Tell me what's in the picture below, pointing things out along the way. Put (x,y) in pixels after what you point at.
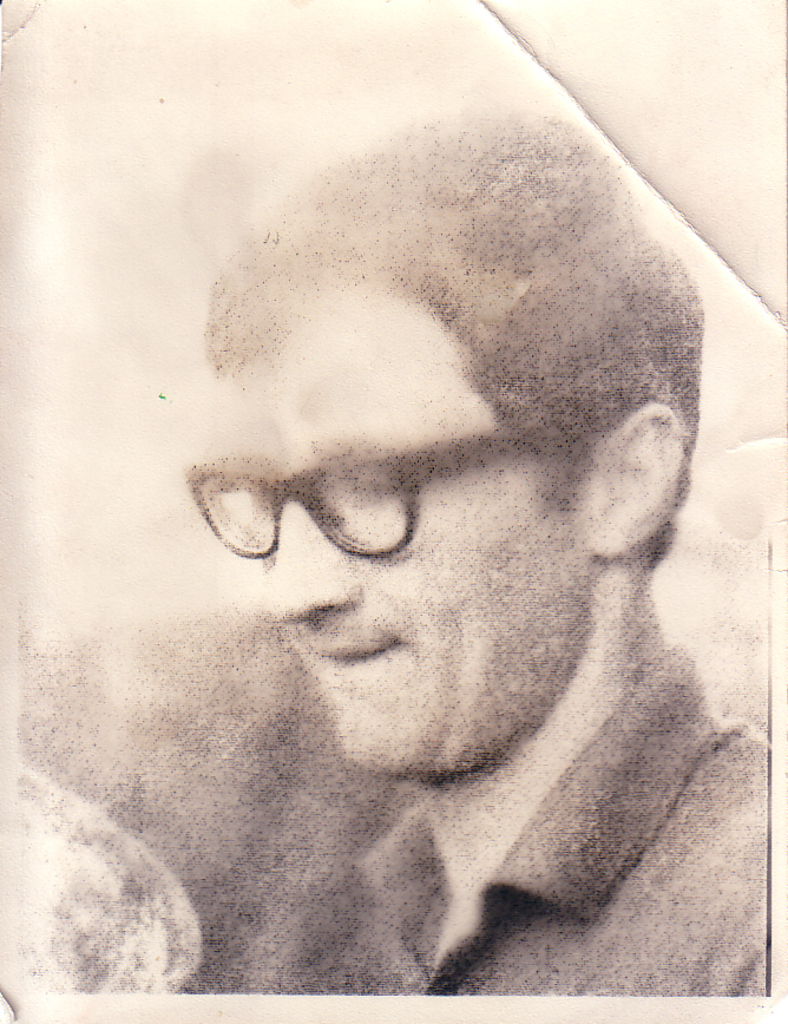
This image is taken on a passport size photograph. In this image there is a man (456,663). He has worn a shirt (509,986) and spectacles (331,480).
